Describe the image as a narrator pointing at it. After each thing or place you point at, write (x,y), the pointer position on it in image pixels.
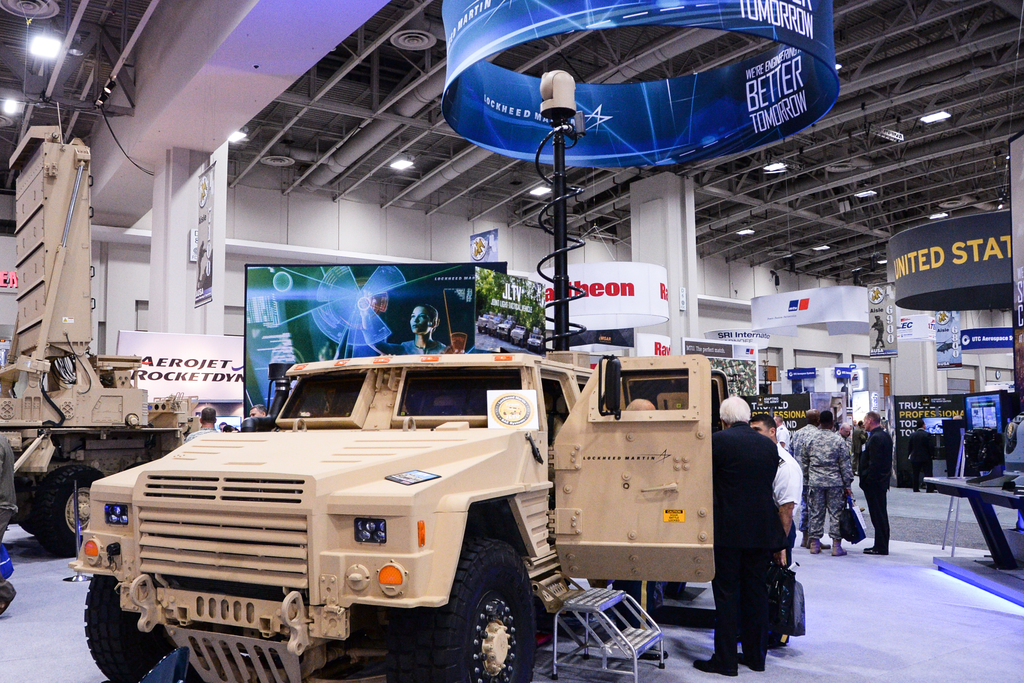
In this picture we can see a group of people (757,620) standing and vehicles (289,548) on the floor (704,587). In the background (579,205) we can see posts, pillars (660,231), lights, rods (579,218), pole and some objects (820,372).
